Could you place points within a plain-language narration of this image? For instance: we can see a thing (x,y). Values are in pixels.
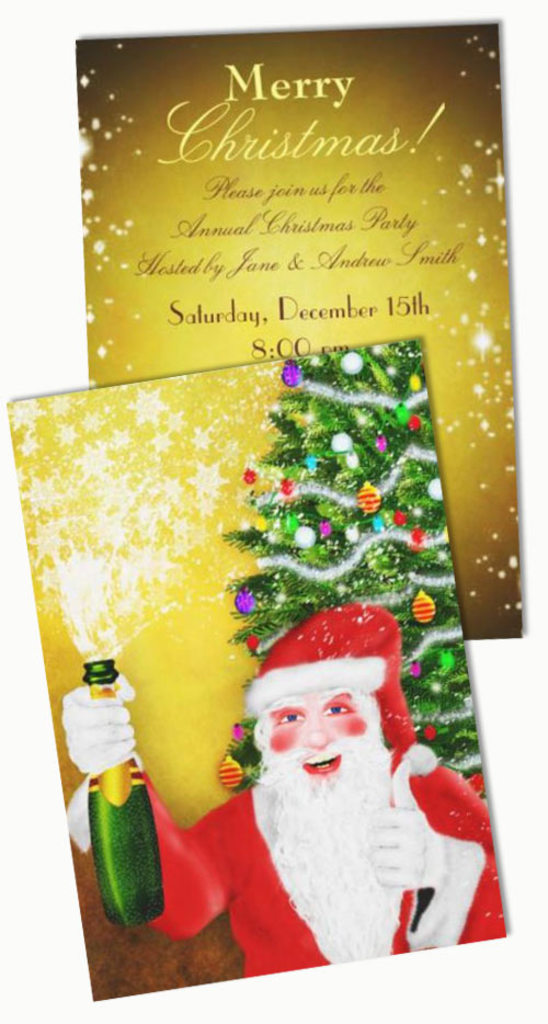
In this image we can see the greeting cards (379,246). One is with the text (357,145) and the other with the image (370,756) of a Santa Claus (281,743) holding the bottle (136,868) and also the Christmas tree (354,532) in the background (337,381).
